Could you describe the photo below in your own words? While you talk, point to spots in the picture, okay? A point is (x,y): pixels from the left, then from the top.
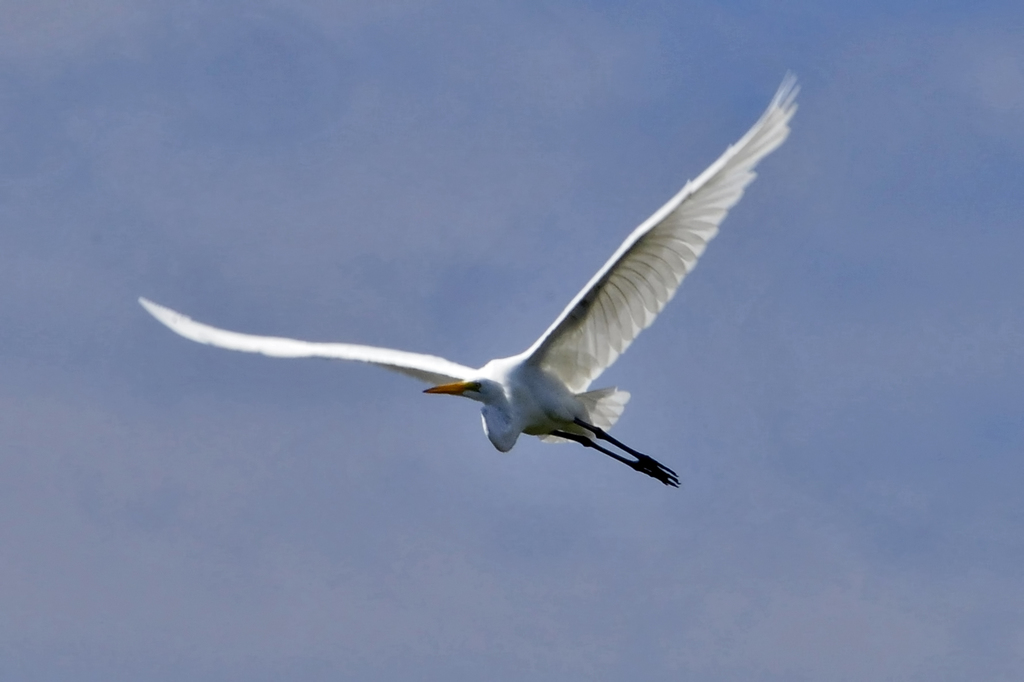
This picture shows a white crane (604,350) flying and we see a blue cloudy sky (580,227).
